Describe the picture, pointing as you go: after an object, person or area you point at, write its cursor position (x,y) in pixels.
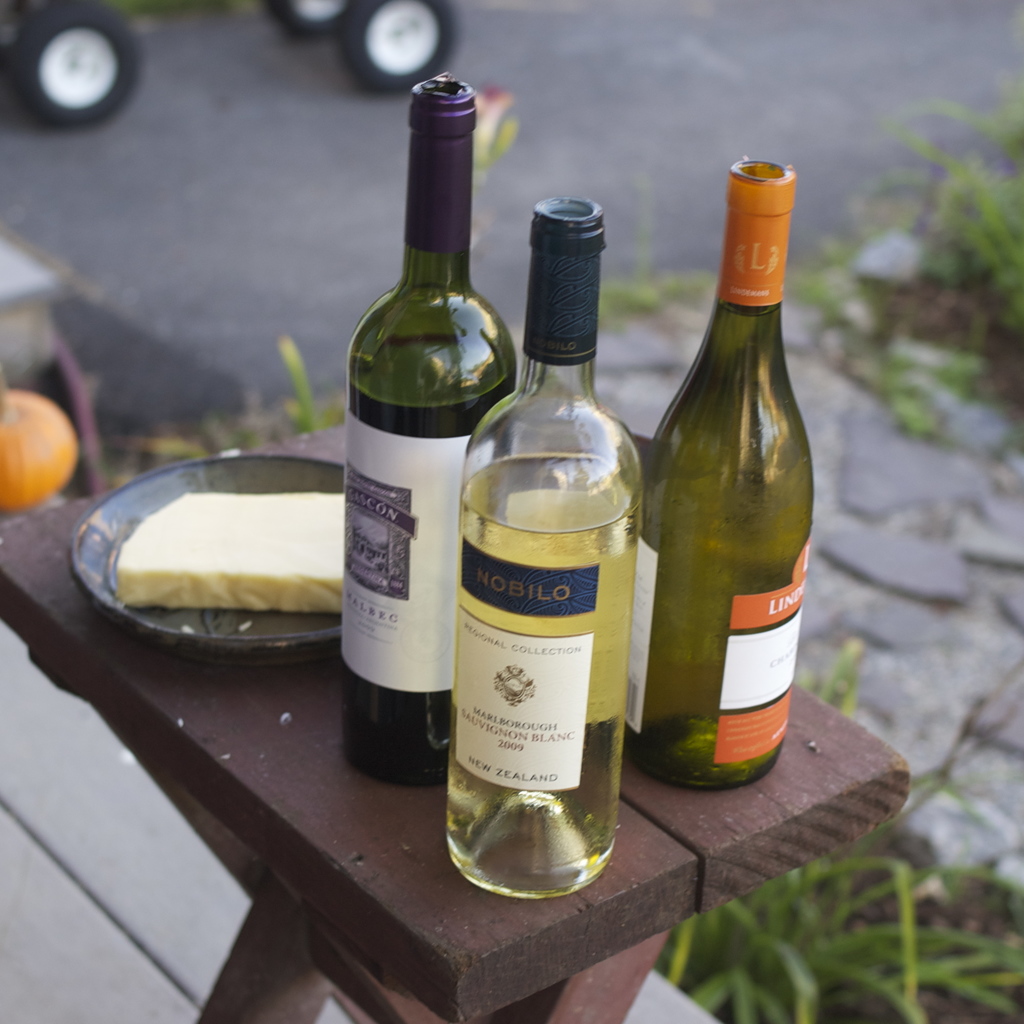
In this picture we can see three bottles (349,696) of two in green color and one in golden color and a bowl (270,641) on the stool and we can see some plants (772,927) on the floor (884,597).
